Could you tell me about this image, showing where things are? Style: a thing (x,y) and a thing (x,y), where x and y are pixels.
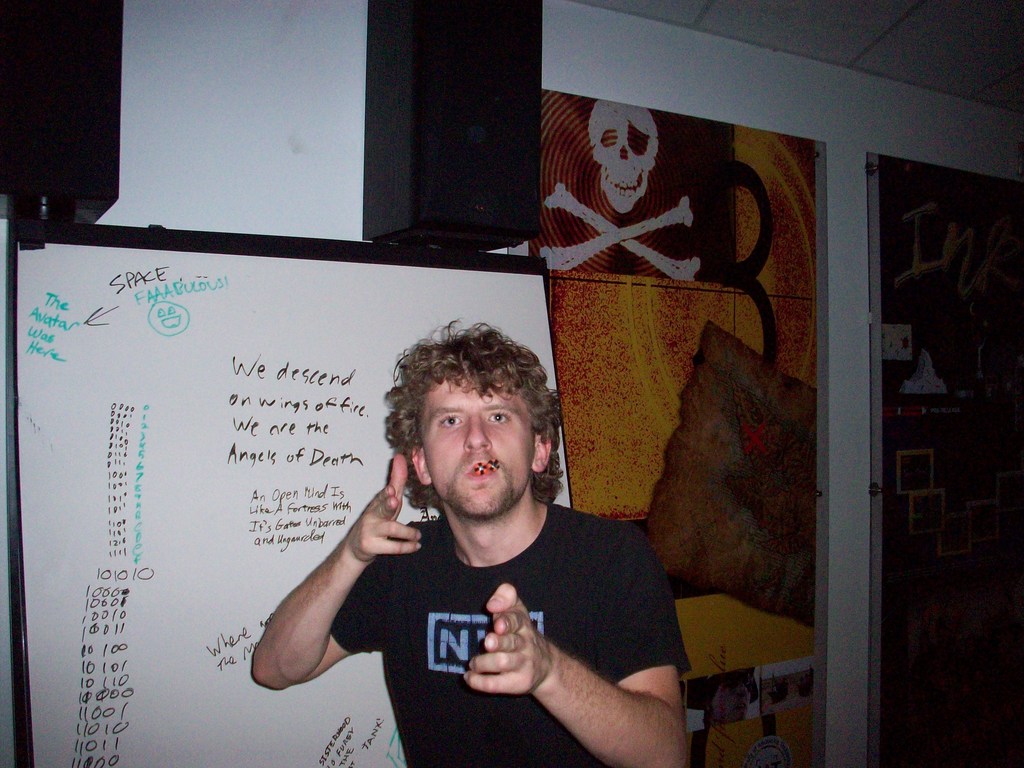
This image consists of a man (518,659) wearing black T-shirt (432,606). Behind him there is a board (52,321). In the background (230,39), there is a wall (273,32) on which there are banners (622,185).
